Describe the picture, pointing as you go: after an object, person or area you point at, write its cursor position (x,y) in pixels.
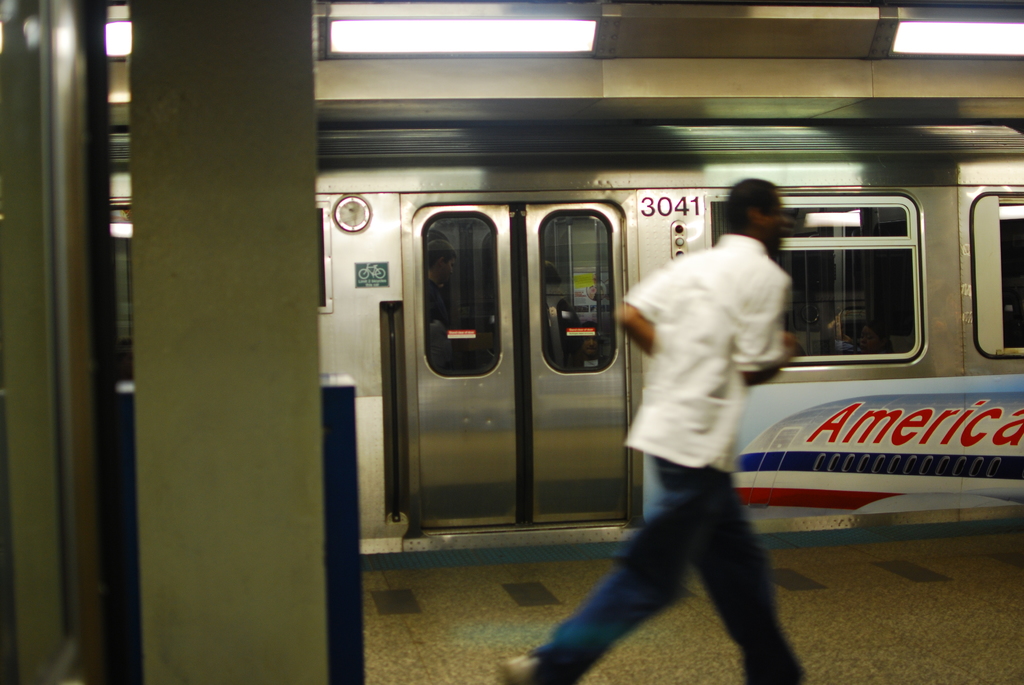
In the image there is a person (724,371) in white shirt (706,441) and blue jeans (705,567) running on a platform (856,595) and behind there is a train (493,344), there are lights (548,41) over the ceiling (665,48).
